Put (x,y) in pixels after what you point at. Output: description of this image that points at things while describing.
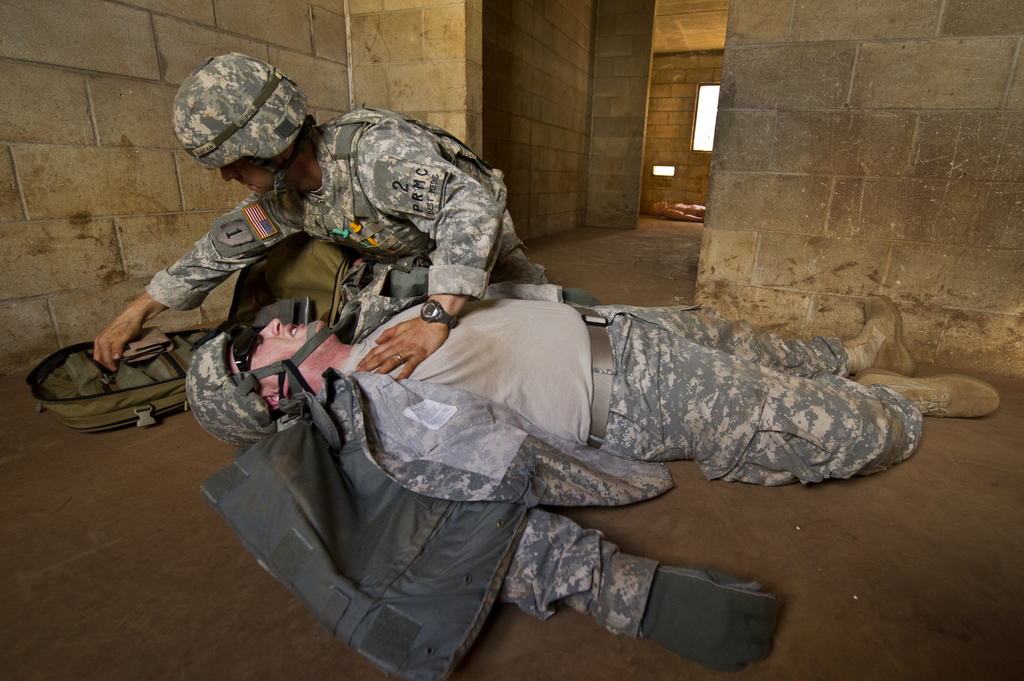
This is a room (1018,630) and we can see a person (545,447) is lying on the ground (1020,669) and besides there's another person (467,276), who is checking the bag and we can see the walls (650,114), window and in the background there is another person (659,208) on the ground (675,233).
